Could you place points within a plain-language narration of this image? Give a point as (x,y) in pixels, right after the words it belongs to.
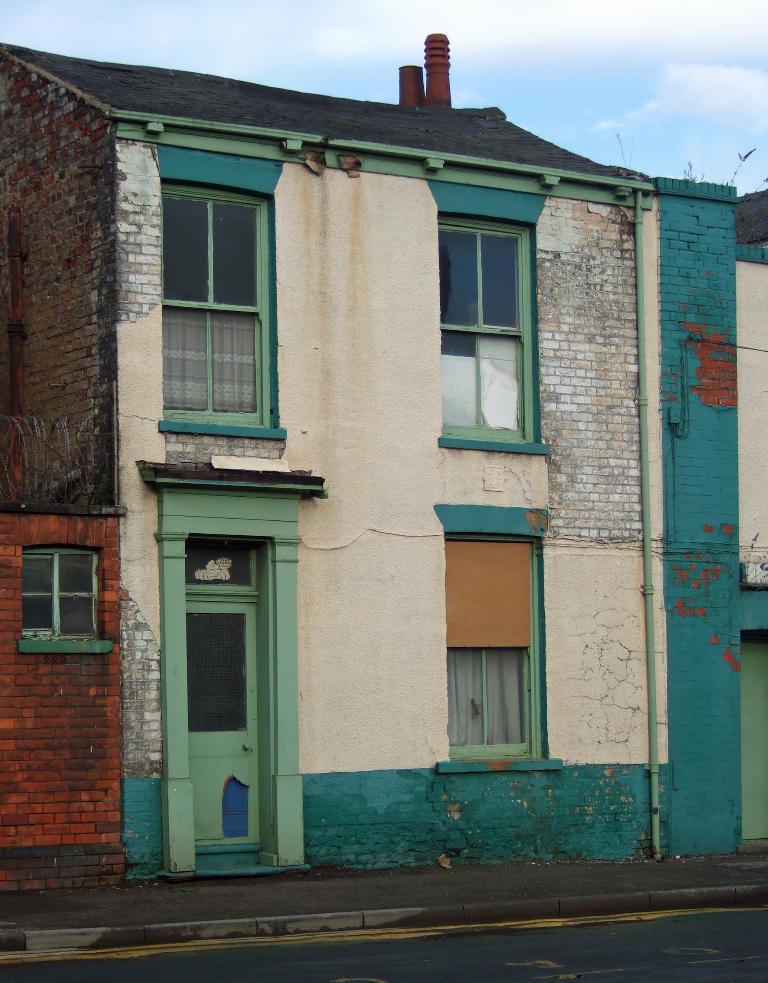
In this image there is a house (227,176), in front of the house (313,859) there is a road (683,941), in the background (645,62) there is a sky (682,102).
